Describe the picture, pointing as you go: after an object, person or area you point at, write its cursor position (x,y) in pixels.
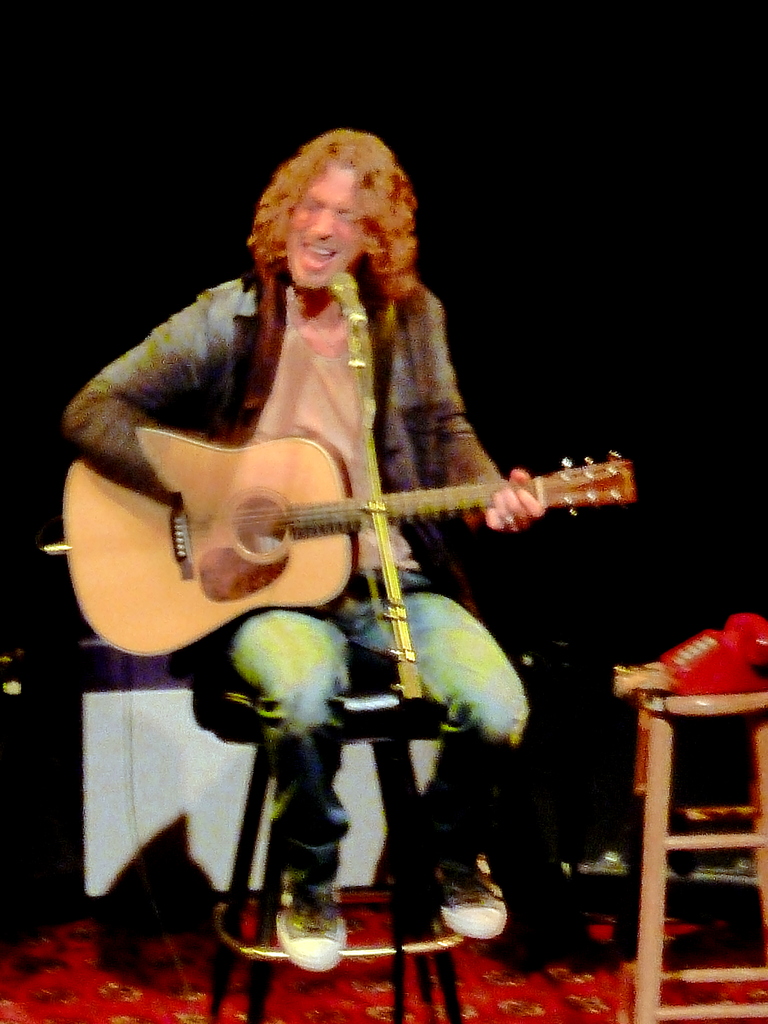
In this image I can see a person (357,417) sitting in-front of the mic (345,278) and holding the guitar (387,511).
